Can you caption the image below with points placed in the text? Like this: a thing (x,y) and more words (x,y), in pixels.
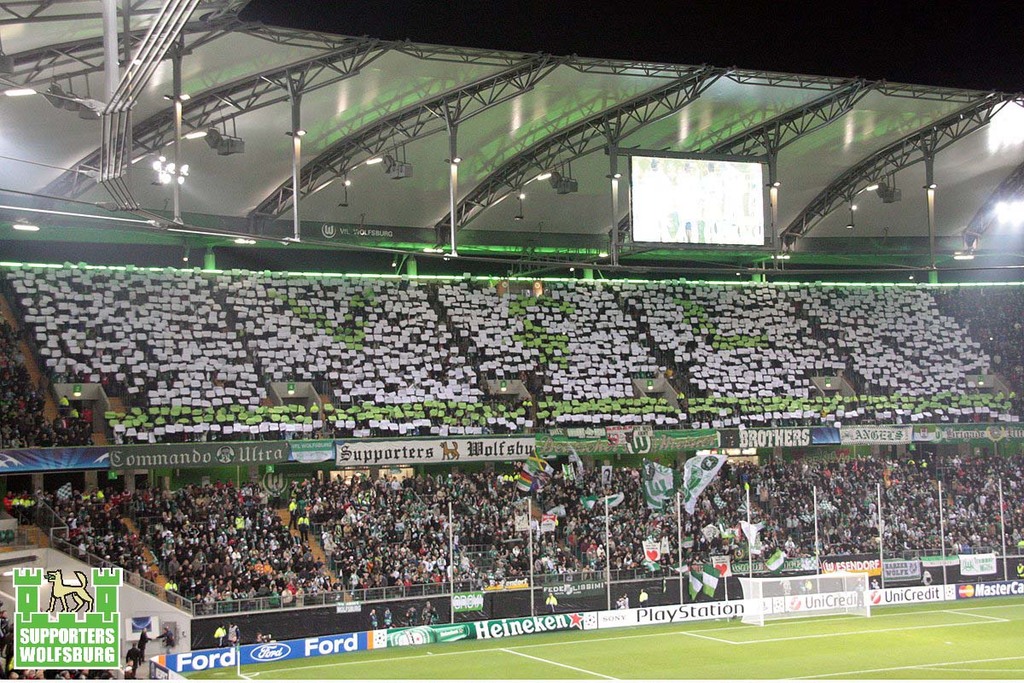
In this picture there are many people (388,537) those who are sitting on the chairs (369,541) in the center of the image (498,402), it seems to be a stadium (449,290) and there is a roof (653,79) at the top side of the image (653,79).
